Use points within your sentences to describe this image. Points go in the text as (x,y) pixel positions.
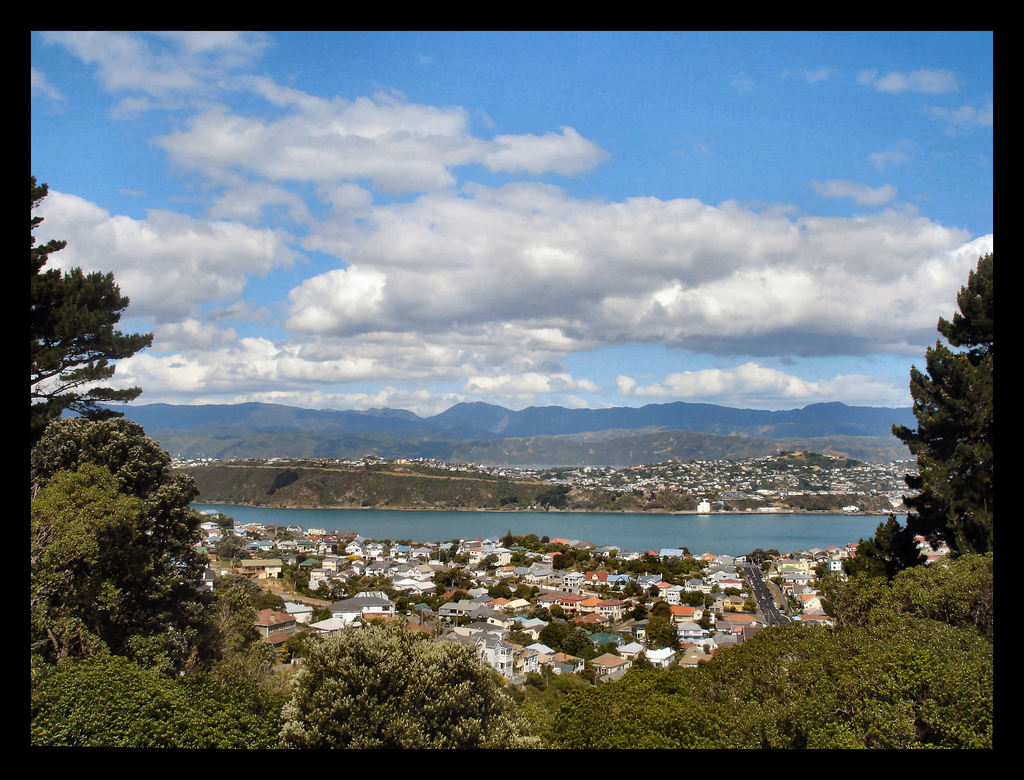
This picture is an edited image with the black borders (7,517). In the foreground (832,686) we can see the trees (656,677). In the center (522,518) we can see the houses (489,615), buildings (429,606), trees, road (769,612) and many other objects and we can see a water body (472,518). In the background (610,107) we can see the sky (495,106) with the clouds (331,288) and we can see the hills (651,434) and many other objects (555,466).
